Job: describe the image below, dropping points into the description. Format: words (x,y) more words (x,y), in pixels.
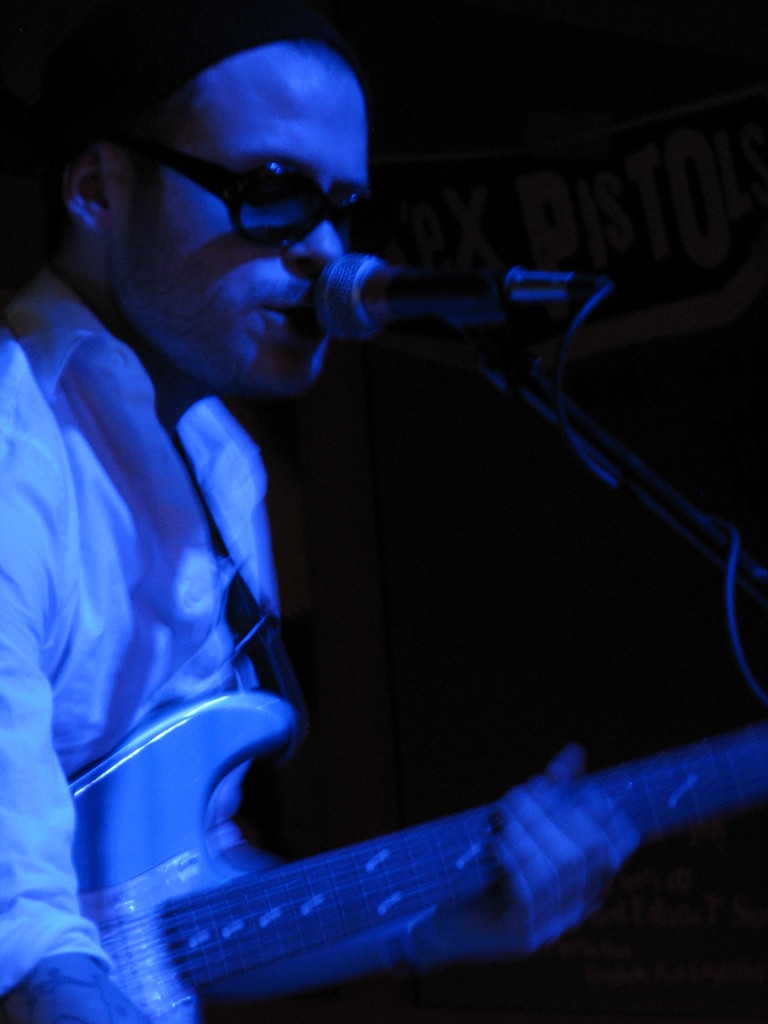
The picture contain a man (147,603) who is holding a guitar (144,878), he is also singing a song, he is wearing black spectacles (311,202), in the background (626,218) there is some banner (680,194) and a black color wall (655,378).
